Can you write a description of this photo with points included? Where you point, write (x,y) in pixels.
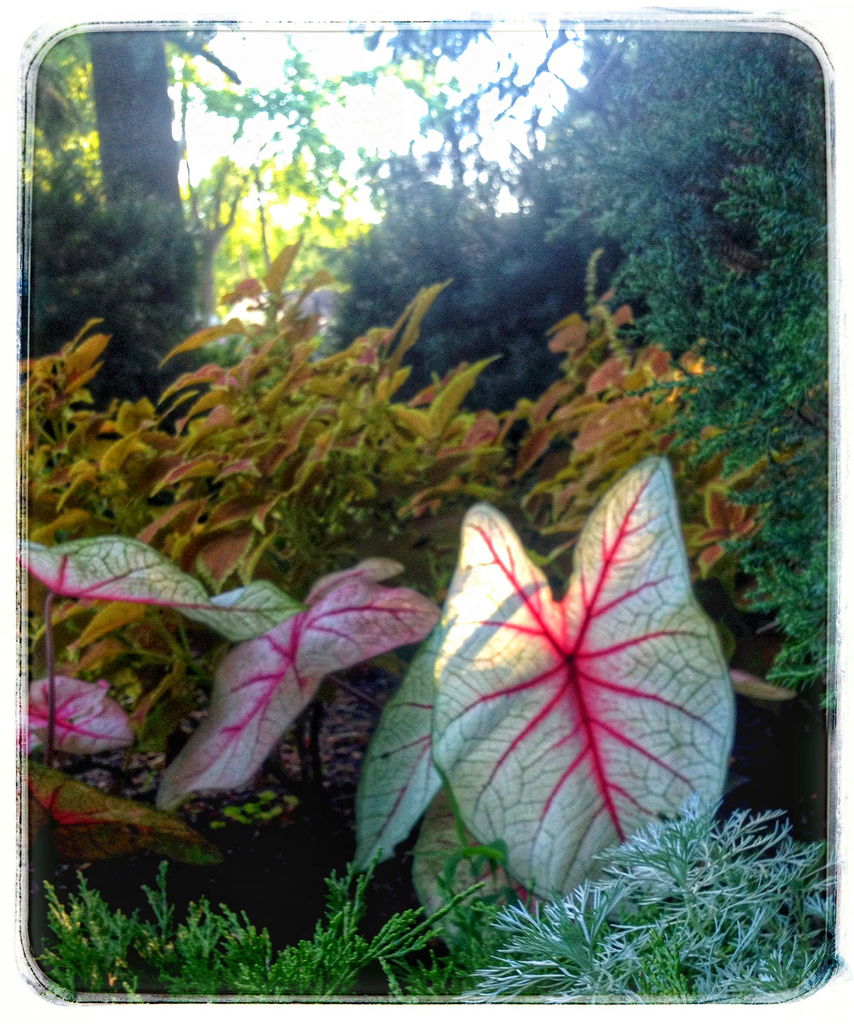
In this picture we can see few plants (641,588) and trees (81,187).
